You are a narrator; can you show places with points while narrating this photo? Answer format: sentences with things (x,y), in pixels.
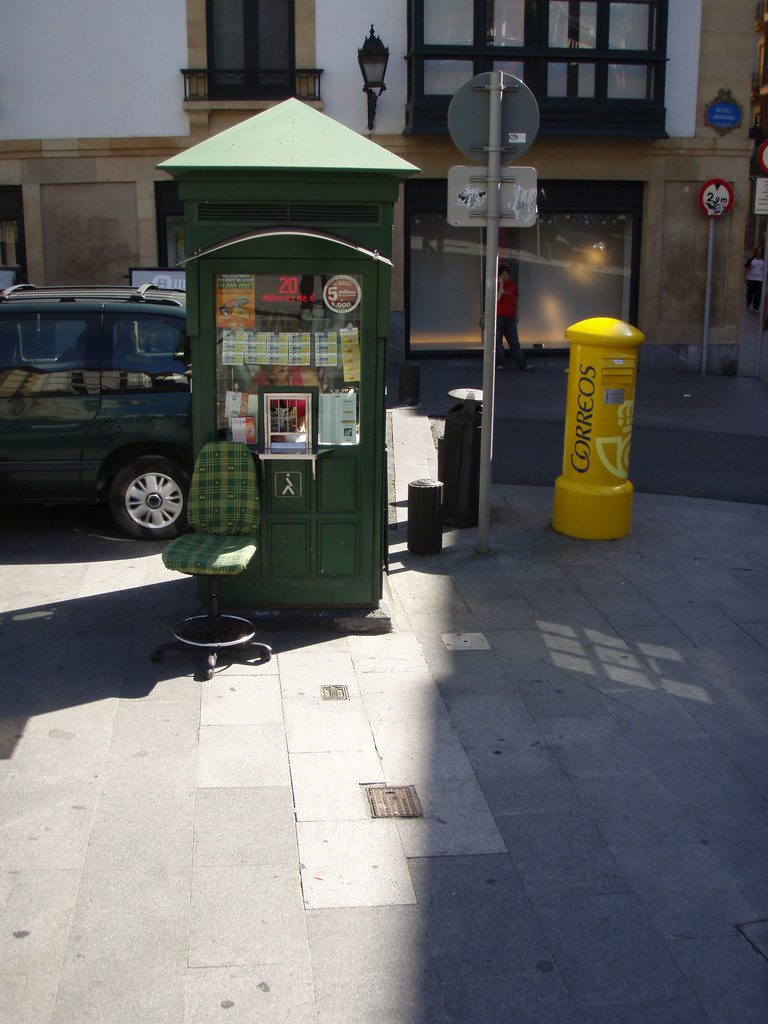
In this image I can see a lottery kiosk (378,478) in green color. In front (197,518) I can see a chair (206,530). Background (158,94) I can see a building (127,115) in cream color.
